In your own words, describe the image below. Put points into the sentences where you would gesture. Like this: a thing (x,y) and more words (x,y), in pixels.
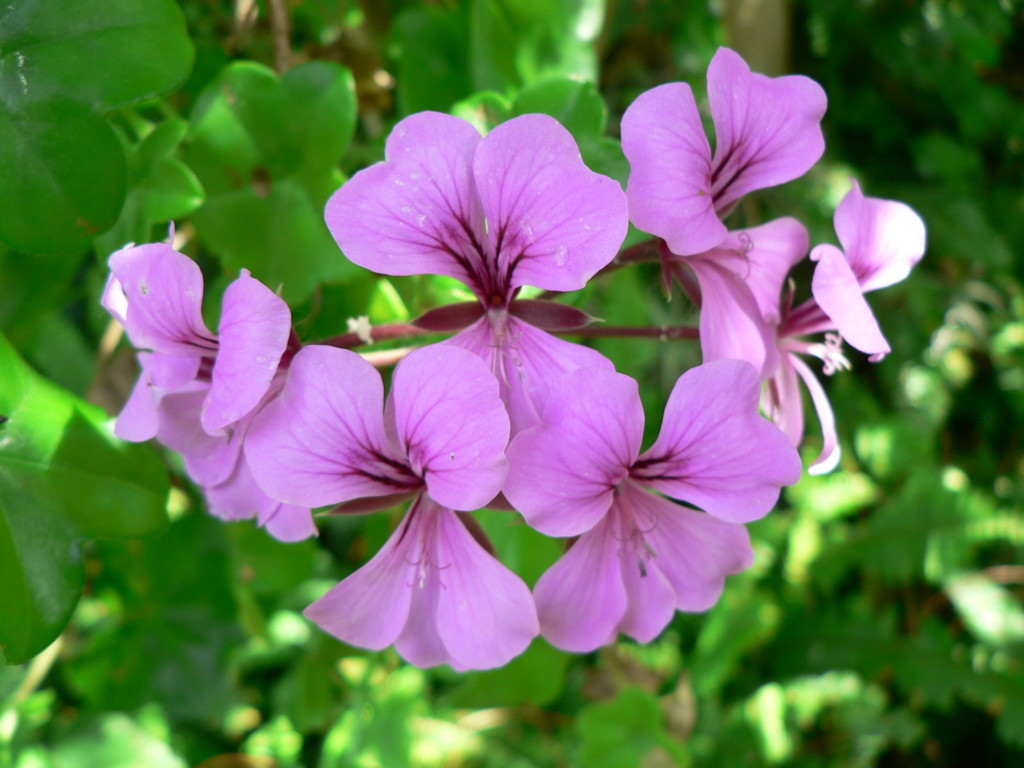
In this image I can see purple colour flowers (295,528) in the front (579,536) and in the background (169,752) I can see number of green colour leaves (282,211). I can also see this image is little bit blurry in the background (58,179).
